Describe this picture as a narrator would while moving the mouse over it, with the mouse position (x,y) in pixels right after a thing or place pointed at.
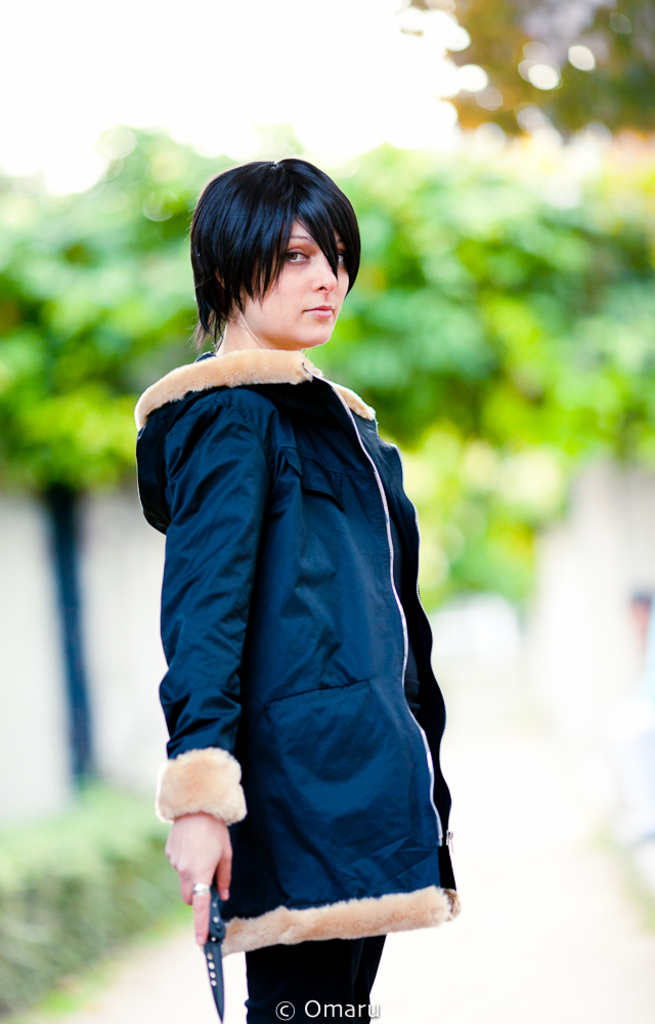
In this image we can see a lady (282,809) and she is holding an object (219,921) in her hand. There are many trees (89,336) and plants (107,832) in the image. There is a pole (69,610) in the image.
